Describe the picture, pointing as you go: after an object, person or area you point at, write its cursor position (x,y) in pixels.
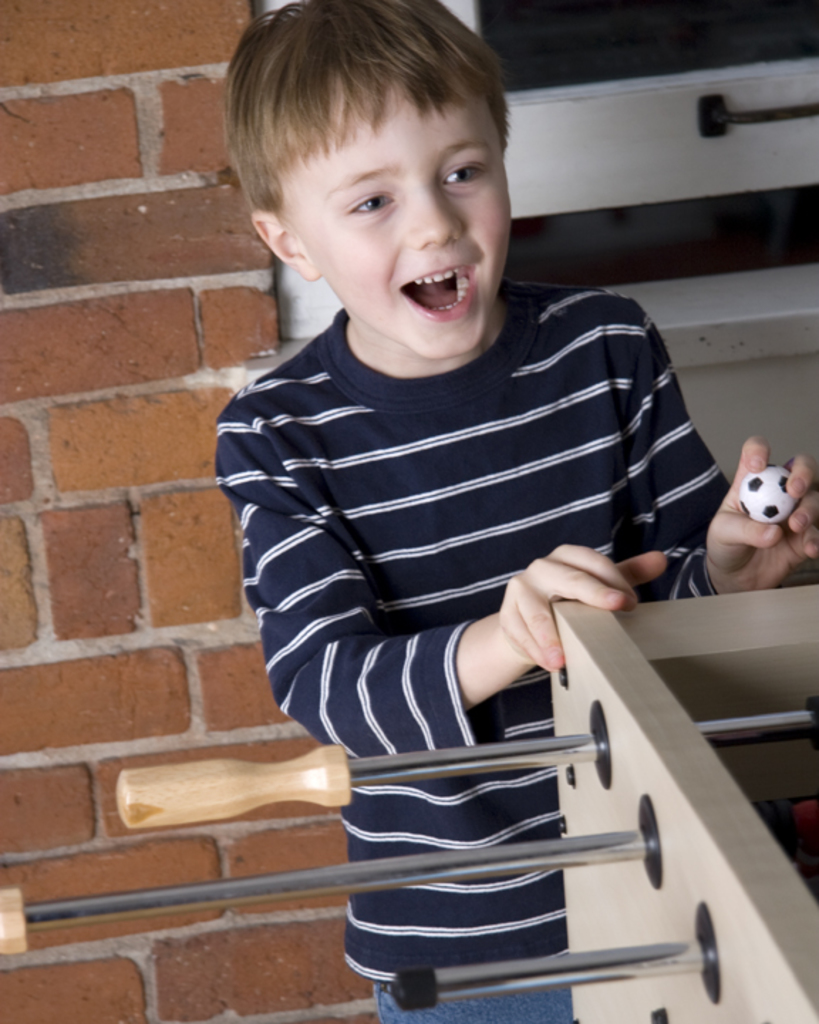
In this picture there is a small boy (332,464) in the center of the image (291,350) and there is a window (737,93) behind him and there is a foosball table (429,775) at the bottom side of the image (429,775).
